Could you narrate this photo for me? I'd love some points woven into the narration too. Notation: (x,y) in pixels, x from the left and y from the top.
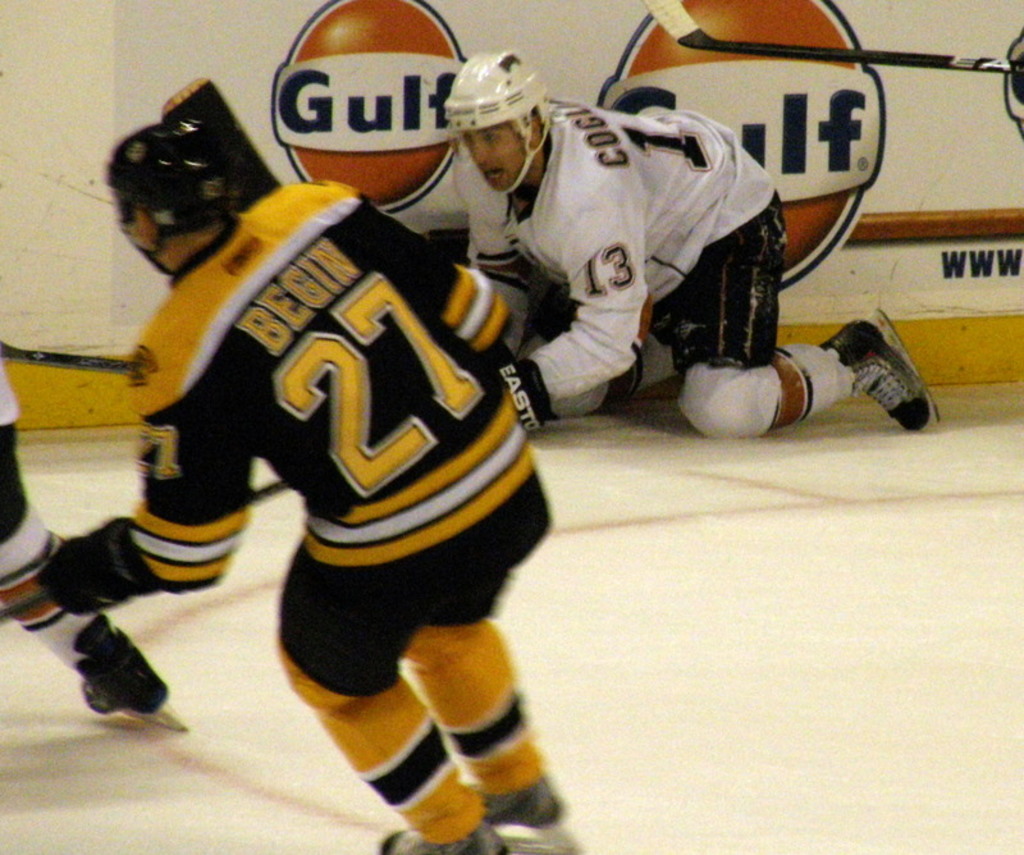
In the image there are few men (422,286) sliding on the ice floor (783,622), they are playing ice hockey and in the back (301,63) there is wall (384,60).
